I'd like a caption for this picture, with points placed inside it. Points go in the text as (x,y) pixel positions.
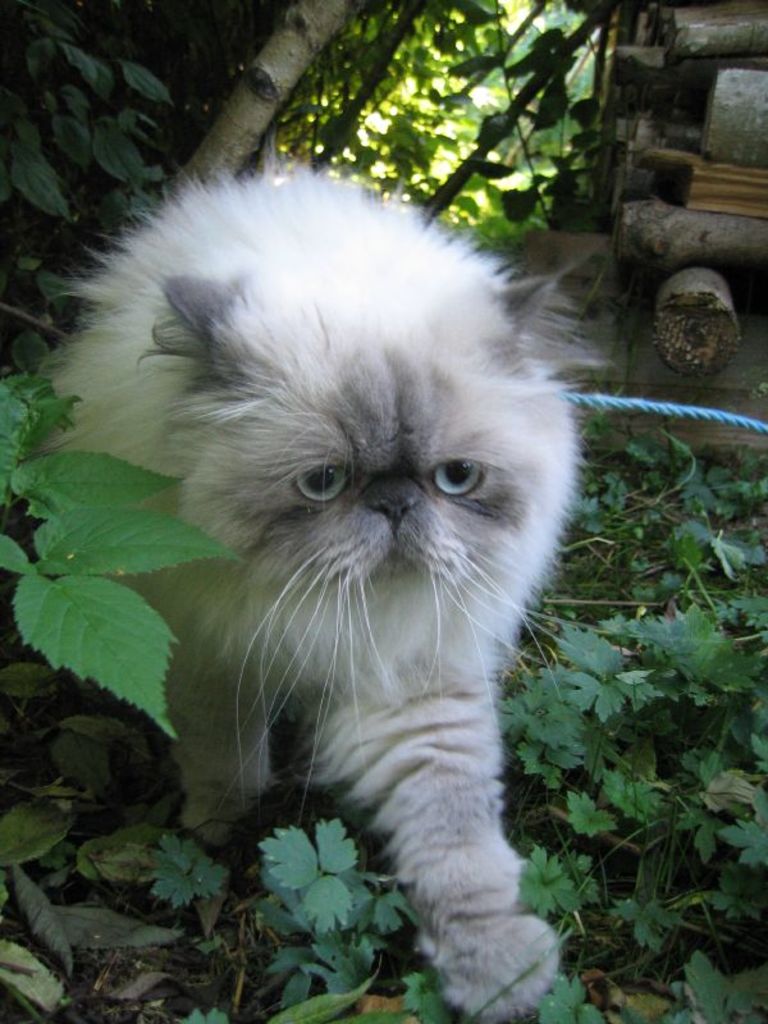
This picture shows a cat (565,383) and It is white and black in color and we see tree barks (704,162) and we see trees (308,131) and plants (563,751) on the ground (694,547).
